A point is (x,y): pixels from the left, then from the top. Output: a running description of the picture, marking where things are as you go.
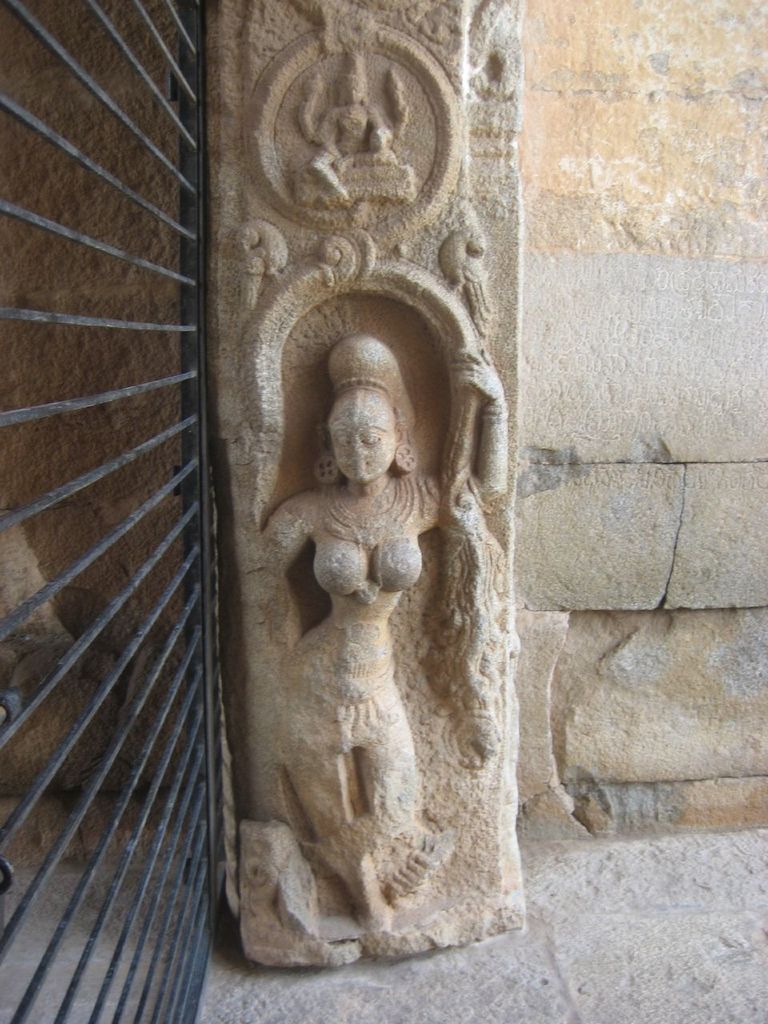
In this picture we can observe a carving (372,613) of a woman (357,634) on the stone wall (255,786). In the left side (111,463) there is a black color gate (111,463). The wall (543,448) is in cream color.
